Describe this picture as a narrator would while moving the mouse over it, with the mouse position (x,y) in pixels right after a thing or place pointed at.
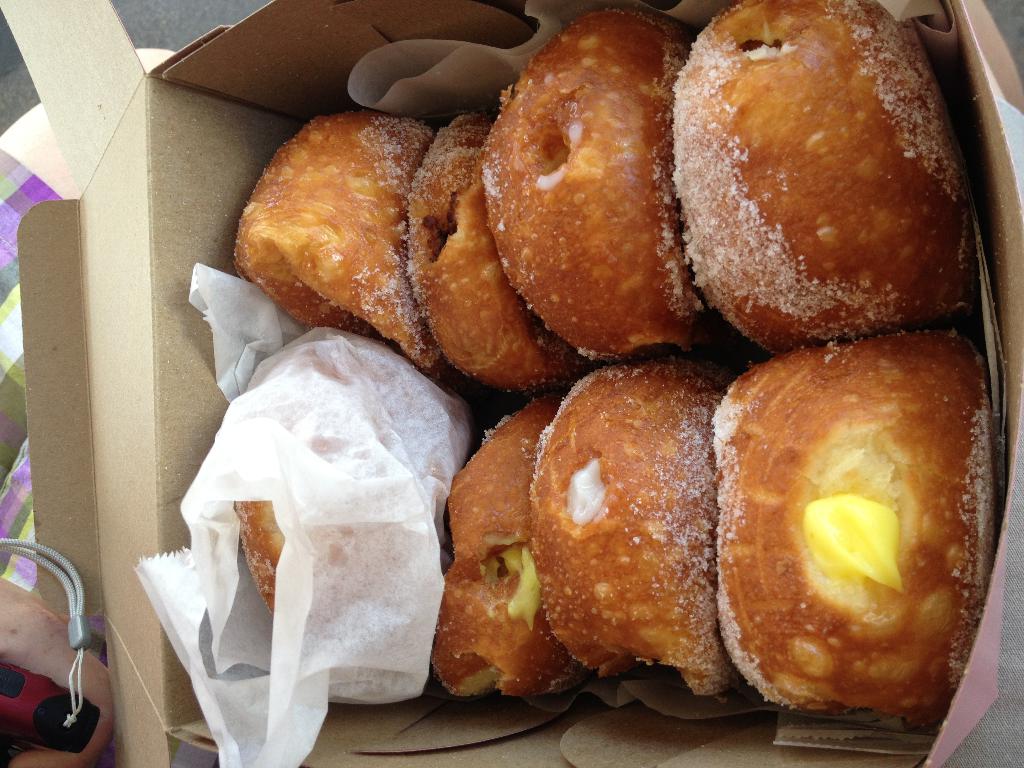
In this picture I can see there is a box (188,99) and there is food (615,494) placed in the box (182,84) and it has some cream (818,529) and sugar (662,521) on it. The food (576,453) is wrapped in a paper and in the backdrop (22,95) I can see there is a grey surface (20,89) and a napkin (19,336).
